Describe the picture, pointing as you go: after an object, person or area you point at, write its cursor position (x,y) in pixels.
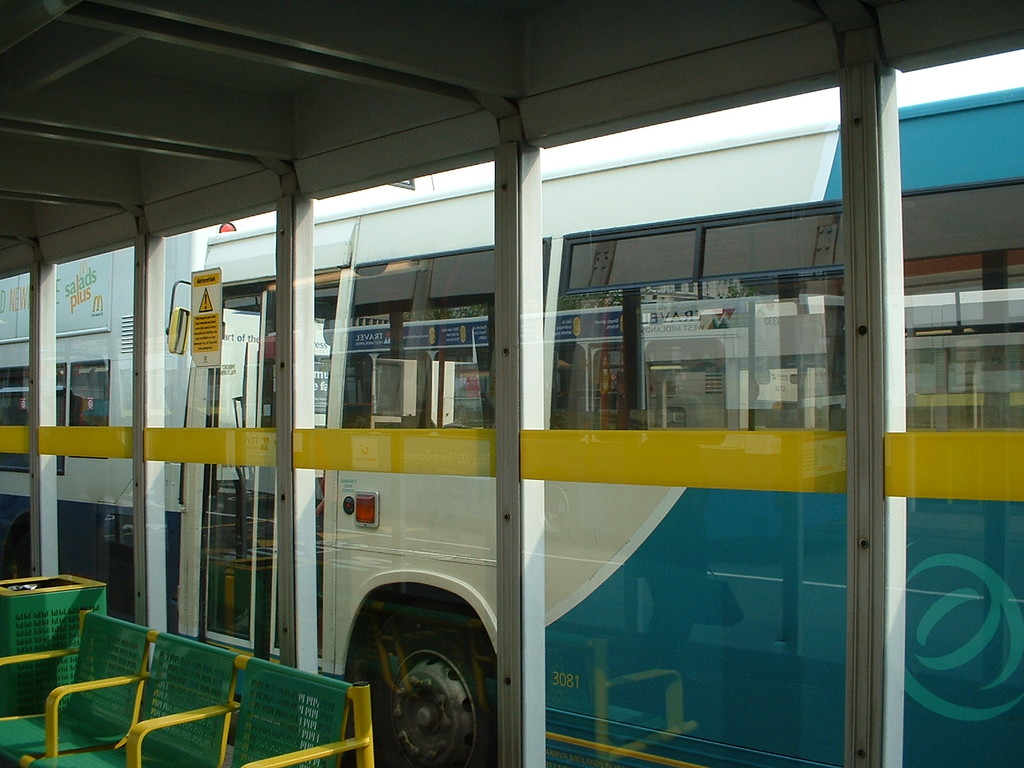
In this image we can see a bus (482,499) from a window (542,481). We can also see some chairs (295,669) and a dustbin (58,606).
